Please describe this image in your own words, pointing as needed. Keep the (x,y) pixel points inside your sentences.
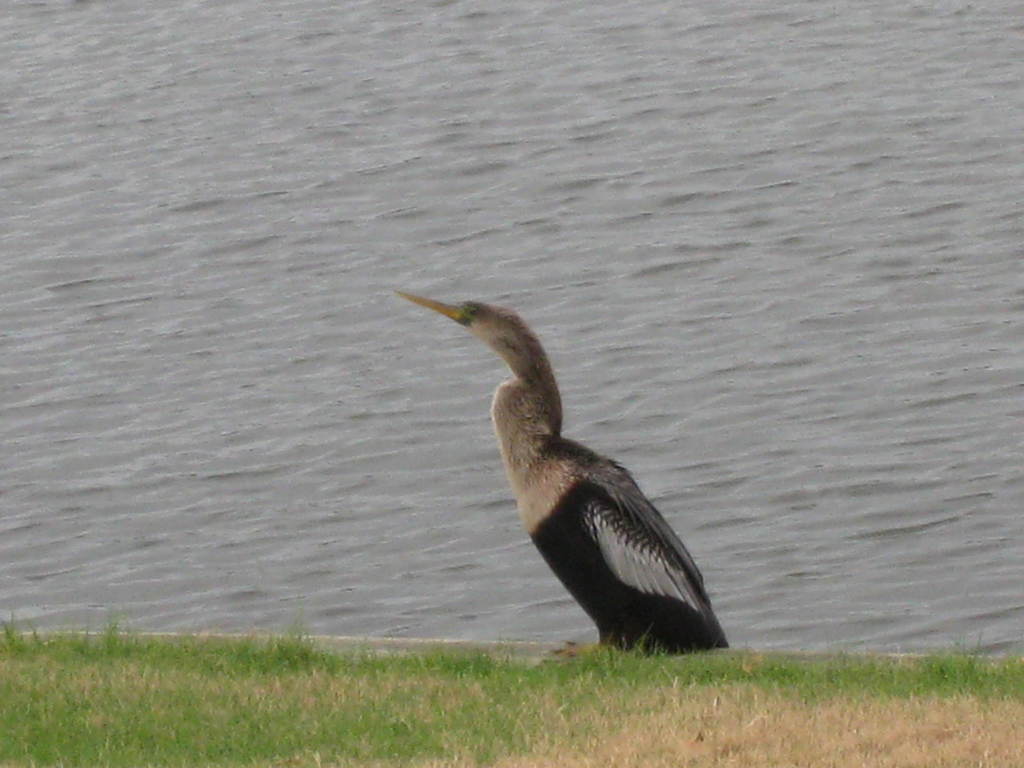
In the picture there is a bird (636,612) sitting on the grass (628,700), beside the bird (675,553) there is water (865,408).
